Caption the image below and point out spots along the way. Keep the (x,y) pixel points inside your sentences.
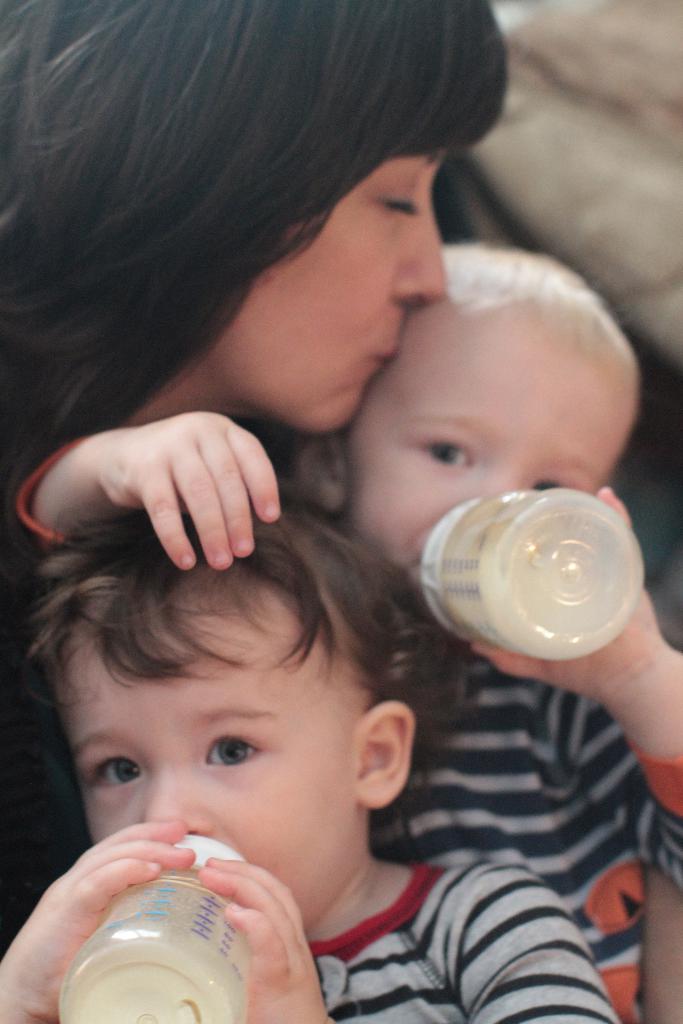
There is a lady (333,356) kissing a baby (427,419). There are two babies (352,786). There are two feeding bottles (505,552) in the hands (487,649) of this babies (312,678).
